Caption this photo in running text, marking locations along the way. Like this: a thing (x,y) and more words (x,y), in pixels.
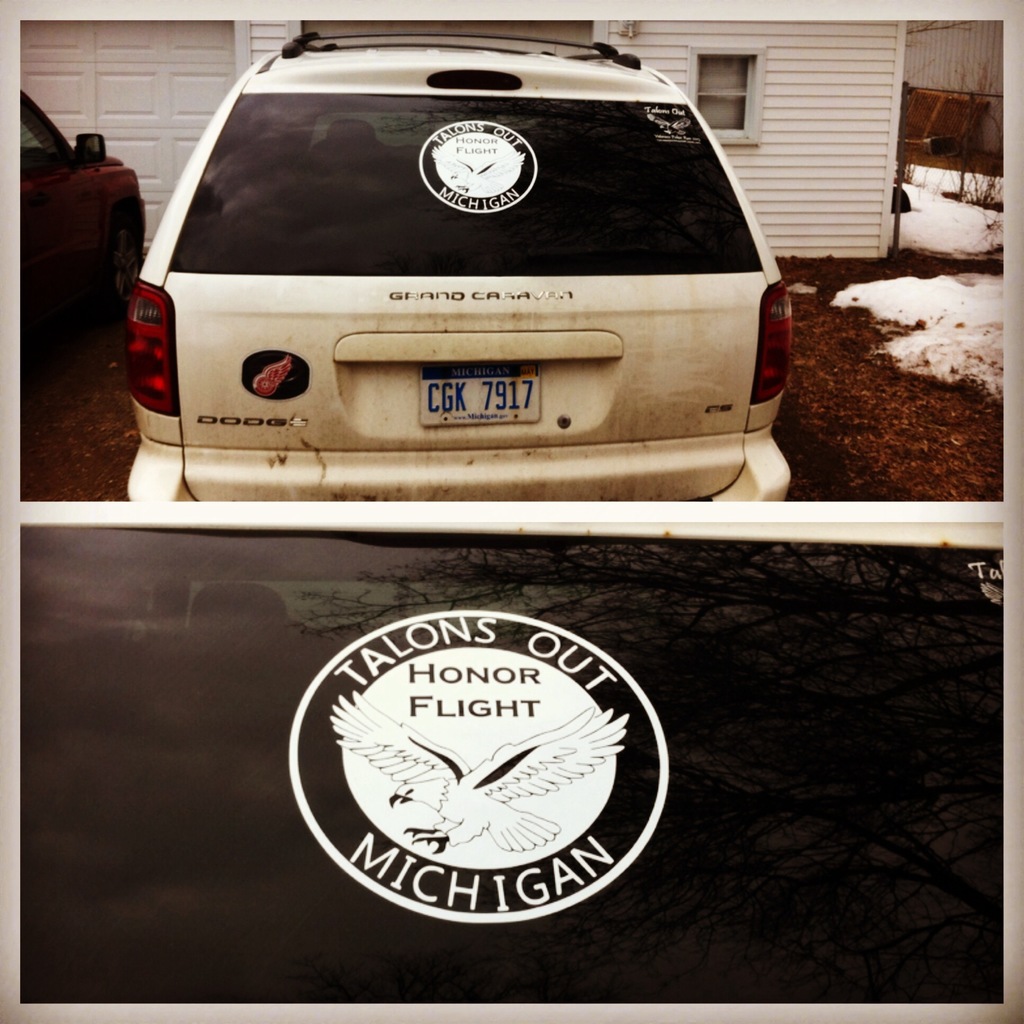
In this picture we can see some text (477,702) at the bottom (455,739), there are two cars (516,472) in the front (458,798), in the background (815,87) there is a house (826,79), on the right side (945,300) we can see snow (972,180) and grass (972,270).
